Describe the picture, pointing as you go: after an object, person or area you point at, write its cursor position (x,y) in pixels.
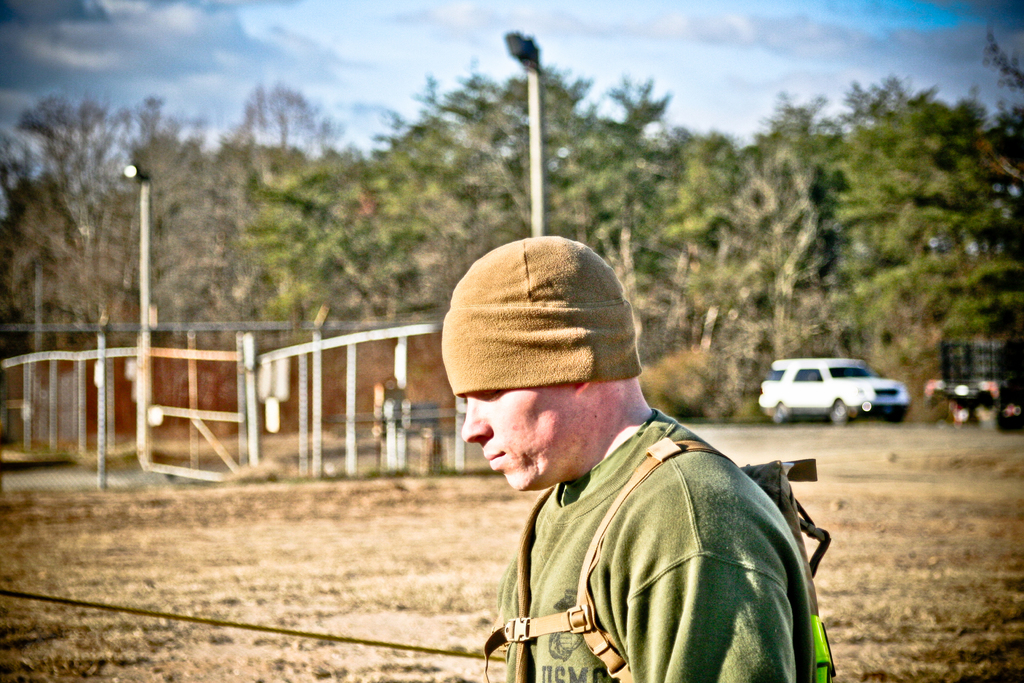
This image is clicked outside. There are trees (823,316) in the middle (660,366). There is a car (856,363) on the right side (825,404). There is a man (518,475) in the middle (532,292). There is sky (802,64) at the top (891,29).
